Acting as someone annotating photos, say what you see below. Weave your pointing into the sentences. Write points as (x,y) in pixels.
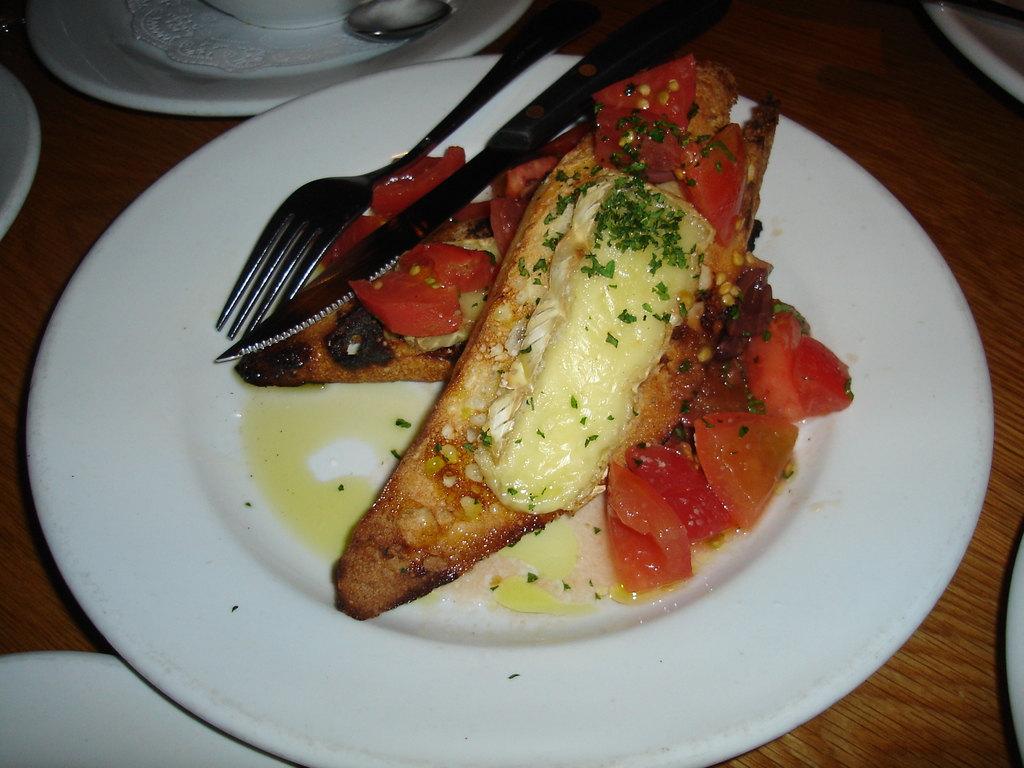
In this image, we can see a table (968,161). In the middle of the table (978,172), we can see a plate (551,683), on the plate (654,677), we can see some food item (617,394) and a knife (259,335), on the plate (382,165), we can also see a fork (301,253). In the right corner of the table (987,726), we can see one edge of a plate (1017,574). In the left corner of the table (99,173), we can see one edge of a plate (231,767). In the background (24,107), we can see some plates (173,79) with a spoon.
